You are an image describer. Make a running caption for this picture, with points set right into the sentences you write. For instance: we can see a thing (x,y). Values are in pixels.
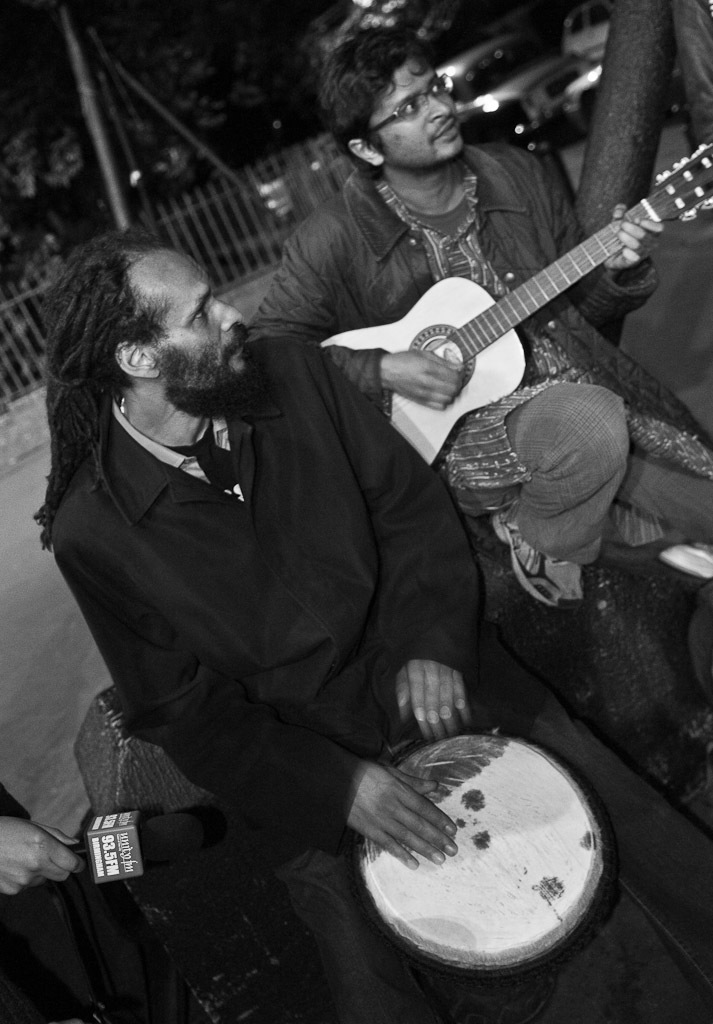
In the picture we can see a two men (490,500), one man (461,205) is holding a guitar (465,376) and other man (475,624) is holding a musical instrument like drum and playing it, in the background (36,315) we can see a railing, tree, pole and car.
